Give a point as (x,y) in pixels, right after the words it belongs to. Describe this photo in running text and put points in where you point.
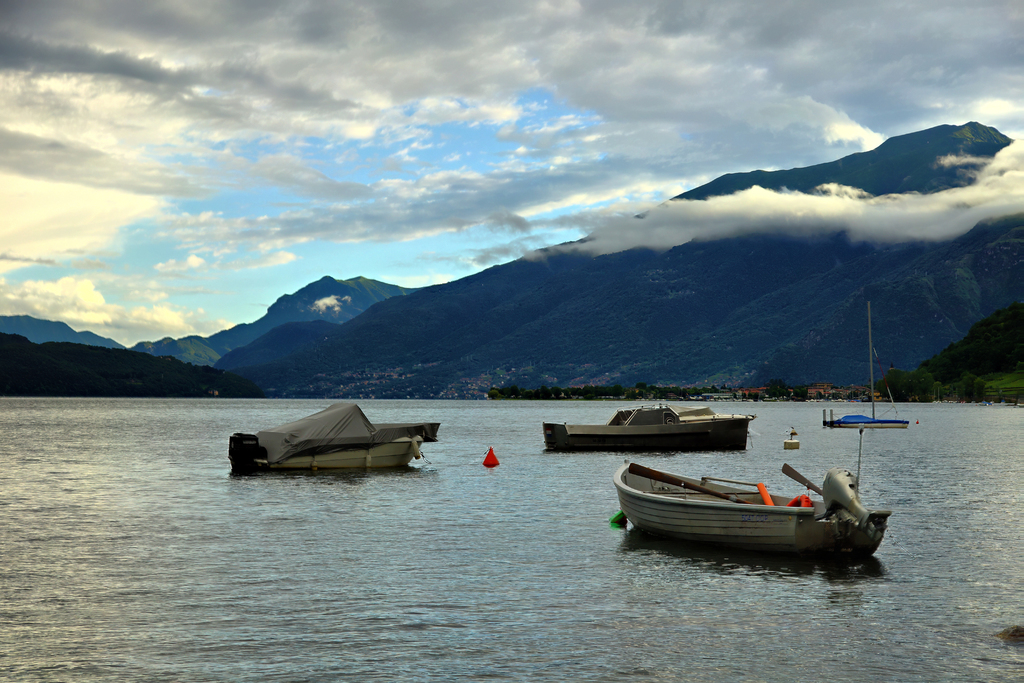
In this image I can see few mountains (470,340), trees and few boats (673,506) on the water surface (402,480). The sky (404,215) is in blue and white color.
